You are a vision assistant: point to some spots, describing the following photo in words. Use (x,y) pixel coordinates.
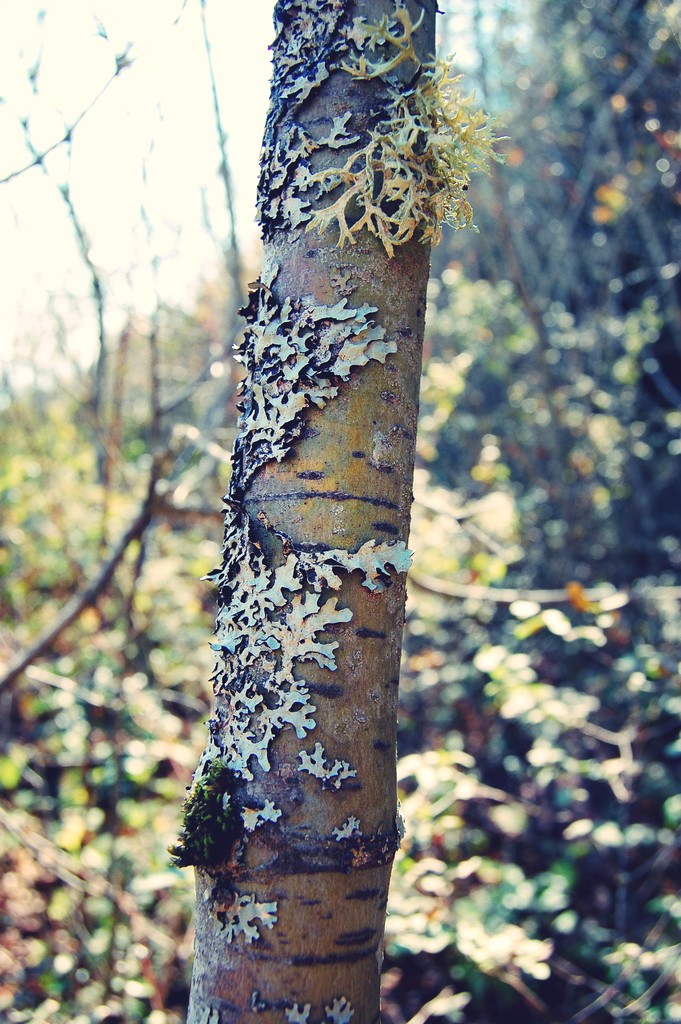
In this image we can see the bark (318,921) of a tree (339,456). On the backside (128,730) we can see some trees (185,467) and the sky (110,268).
